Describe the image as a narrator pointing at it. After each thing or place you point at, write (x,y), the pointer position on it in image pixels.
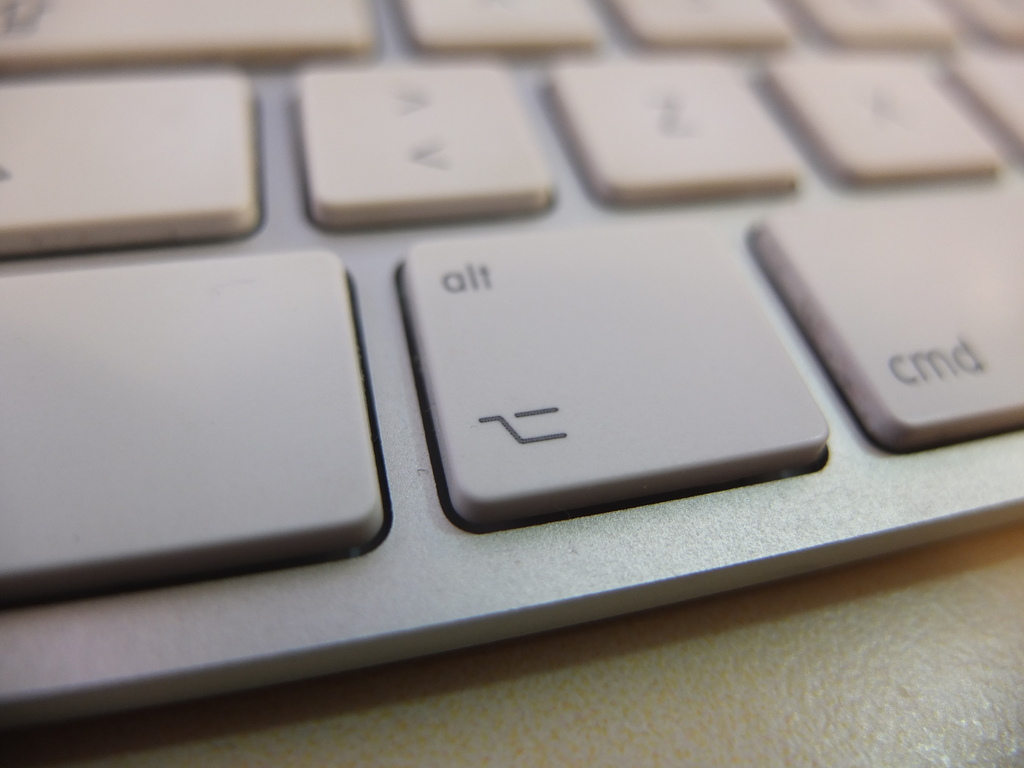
In this image we can see a keyboard (341,134) with text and symbols (411,103).
